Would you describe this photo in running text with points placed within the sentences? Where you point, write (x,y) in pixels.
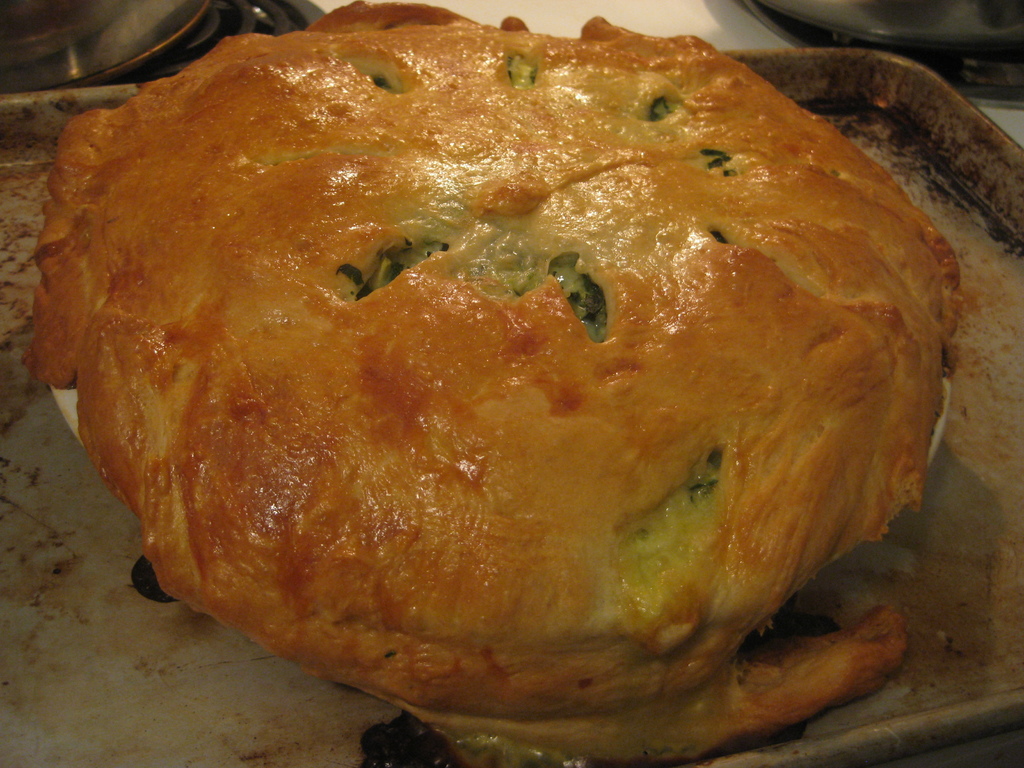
At the top of the image (294,28) there is a stove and we can see a food item (505,704), tray (829,52) and plates (127,49) placed on the stove (648,29).
